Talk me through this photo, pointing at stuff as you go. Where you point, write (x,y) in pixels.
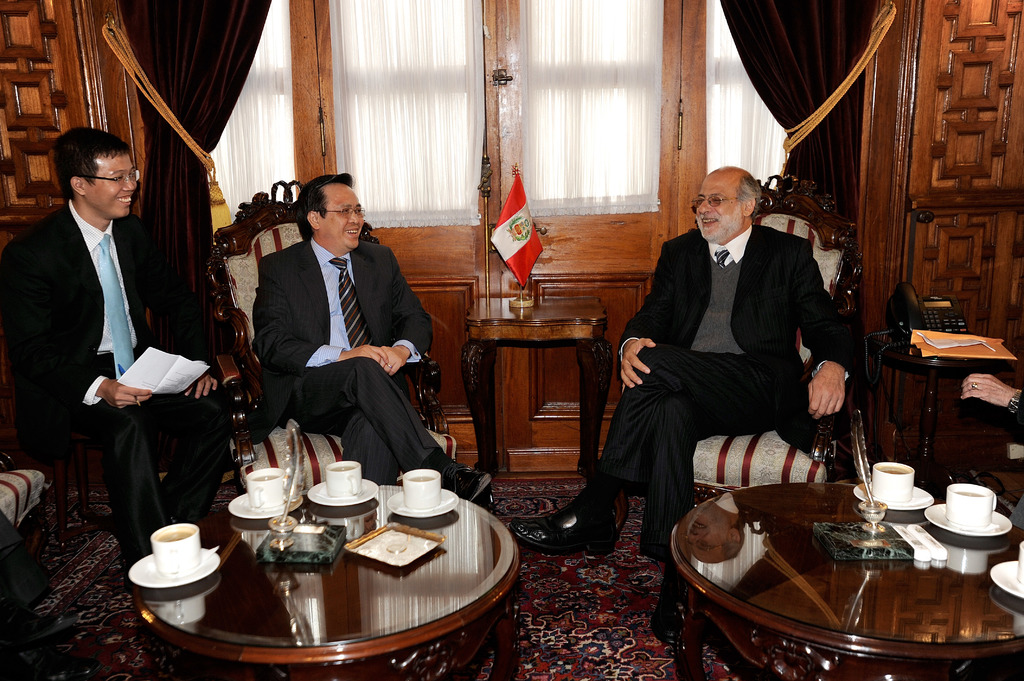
In this picture there are three men (368,334) who are sitting on the chair (315,429). There is a flag (527,257) on the table (557,309). There are cups (343,487) and saucers (213,560), glass (359,588), tray (402,554) on the table (348,596). There is another person (988,397). There is a telephone (921,313), books (961,351) on the table (965,361). There is a rope (167,116) and a brown curtain (184,191) at the background (191,202).
